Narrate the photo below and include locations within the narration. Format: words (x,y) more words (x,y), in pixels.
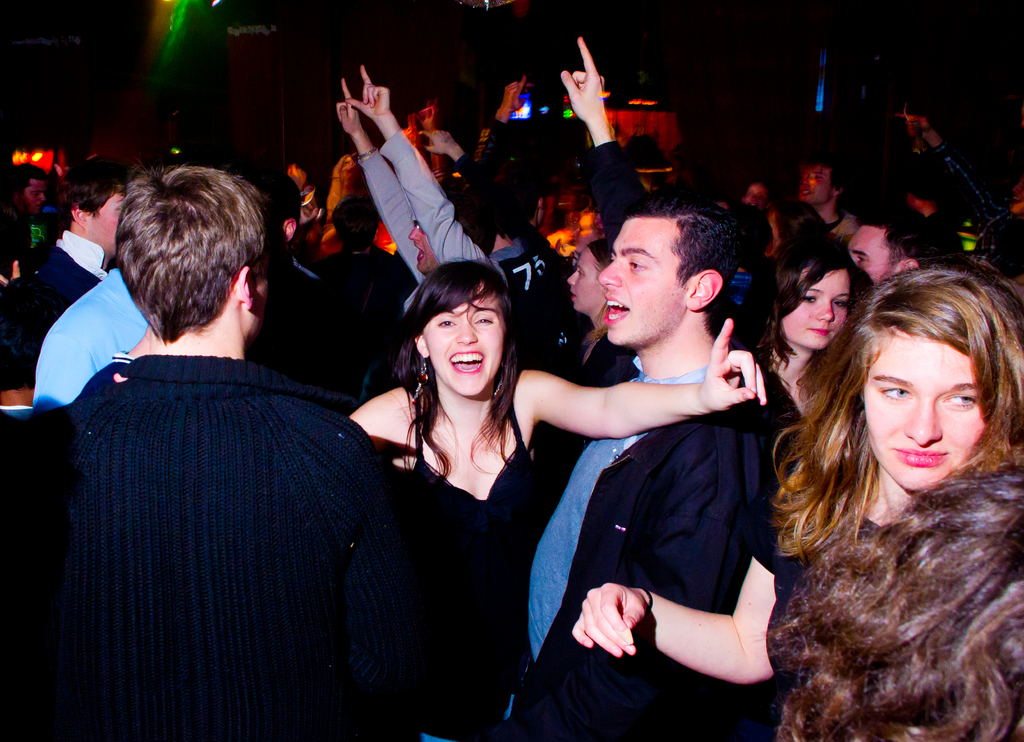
In the image there are many people (605,494) dancing on the floor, it seems to be in a pub (238,140).
